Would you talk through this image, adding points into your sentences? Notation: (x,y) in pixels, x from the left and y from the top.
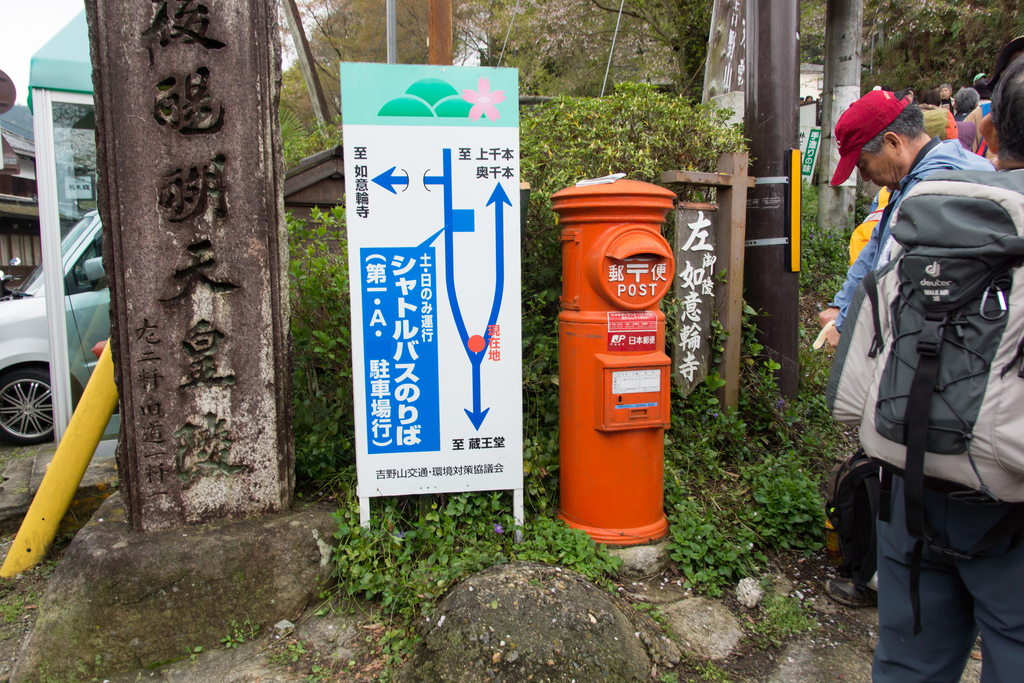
In this image I can see few persons (886,177) standing. The person (979,252) in front (929,440) wearing bag (946,434) which is in black and gray color, in front (599,462) I can see a pole (600,479) in orange color, board (433,365) in white color. Background (87,297) I can see a vehicle (5,359), trees (580,144) in green color and sky (15,20) in white color.
